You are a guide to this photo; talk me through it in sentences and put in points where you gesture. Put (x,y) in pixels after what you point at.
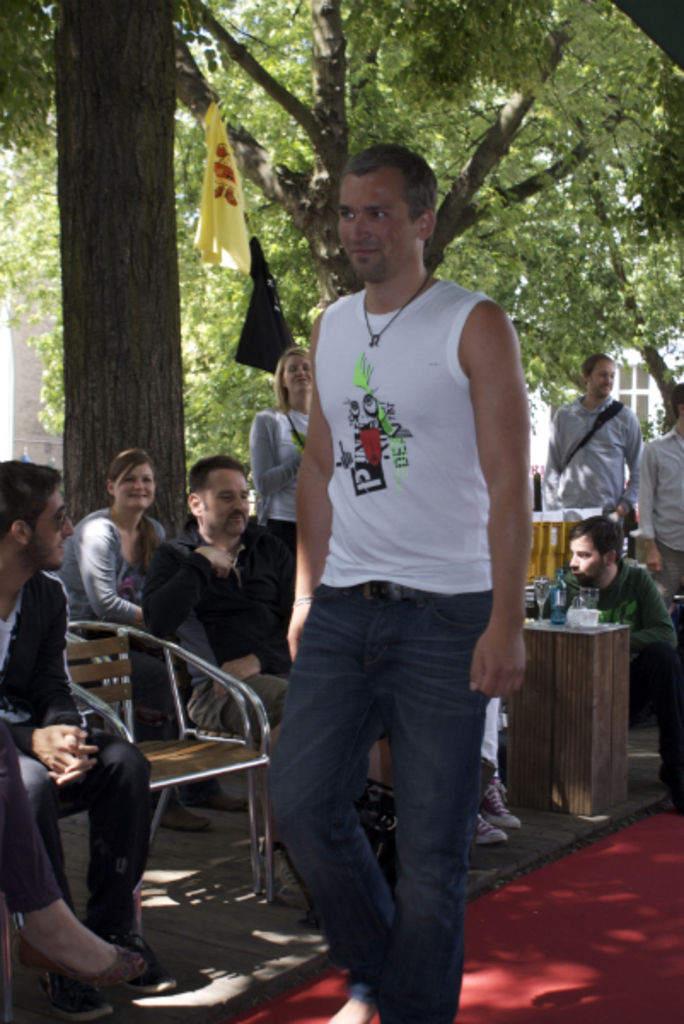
In this image in the center (407,511) there is one man (402,501) who is standing and he is smiling beside him there are group of people (120,524) who are sitting. Some of them are standing on the background (302,154) there are trees (320,151).
